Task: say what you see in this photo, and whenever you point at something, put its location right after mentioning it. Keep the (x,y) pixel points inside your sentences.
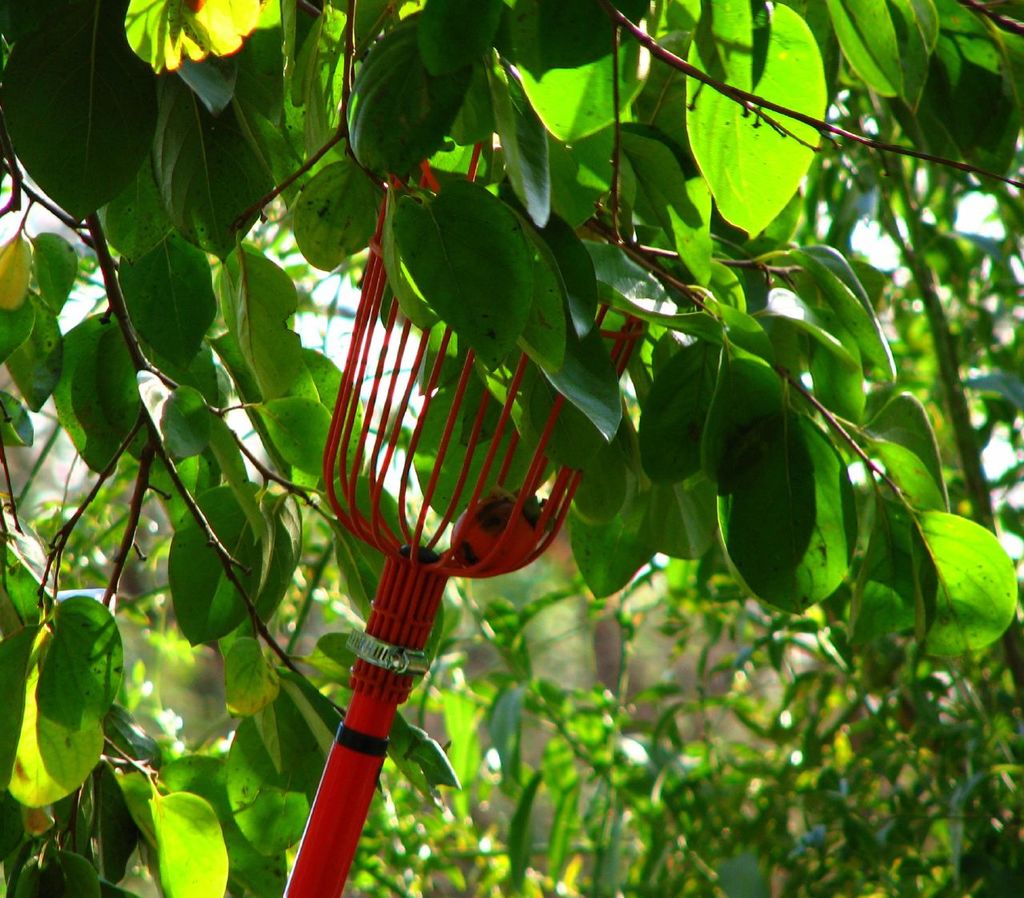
In this image I can see a fruit harvester tool (375,695), leaves (415,47) and stems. Inside this fruit harvester tool (420,550) there is a fruit (463,536).
